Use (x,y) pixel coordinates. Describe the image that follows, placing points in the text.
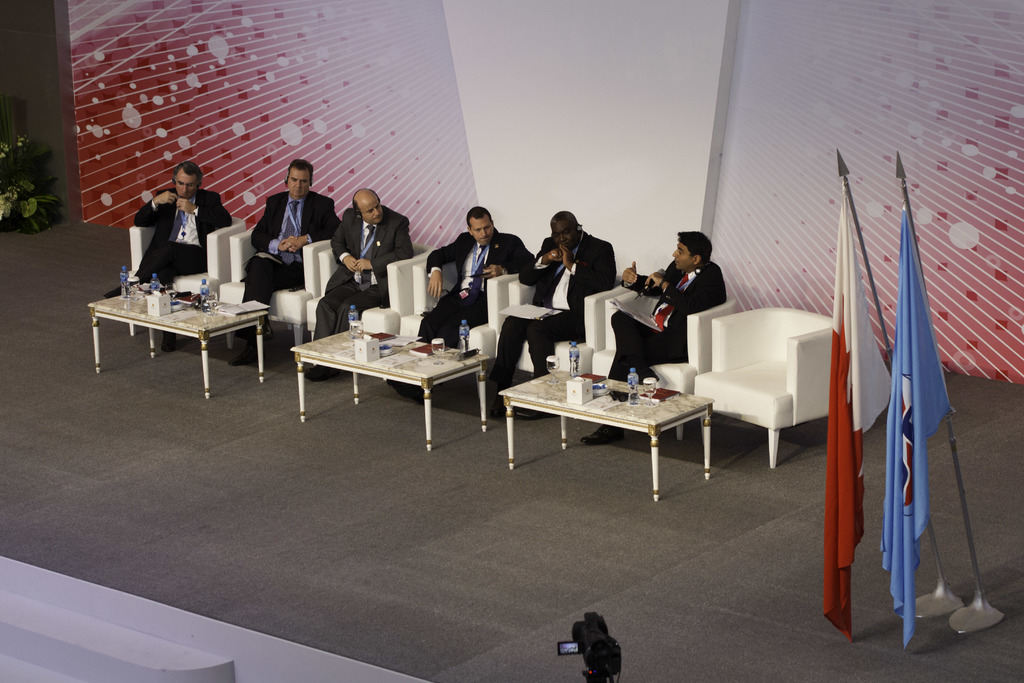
These persons (297,225) are sitting on the chairs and this person (664,349) talking. We can see bottles (634,383), boxes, glasses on the table (444,361). On the background (523,128) we can see wall (343,92), plant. We can see flags (849,463) with stand (937,584) on the stage (557,564). This is camera (598,667).
